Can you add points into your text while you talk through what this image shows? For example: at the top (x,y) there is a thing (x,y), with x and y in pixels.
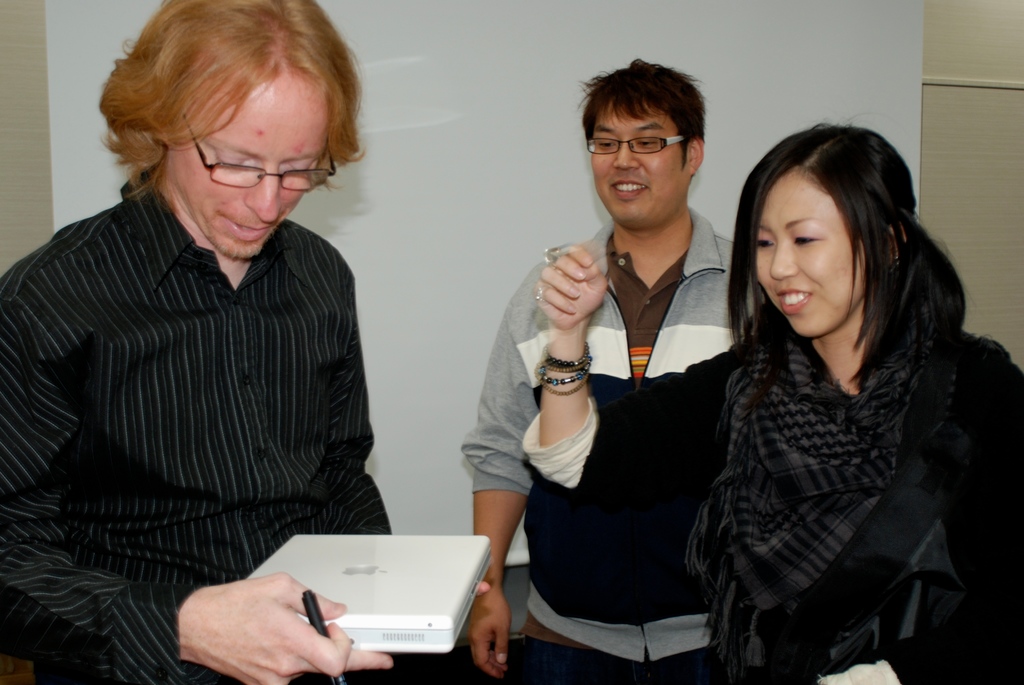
In this image we can see a man (306,85) on the left side (225,372). He is wearing a black color shirt (241,436) and he is holding a laptop (423,634) and a pen (321,627). Here we can see a woman (762,313) on the right side (974,507) and she is smiling. Here we can see the scarf (826,404) on her neck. In the background (684,295), we can see another man (699,287) and he is smiling as well. In the background (753,87), we can see the screen (441,200).
